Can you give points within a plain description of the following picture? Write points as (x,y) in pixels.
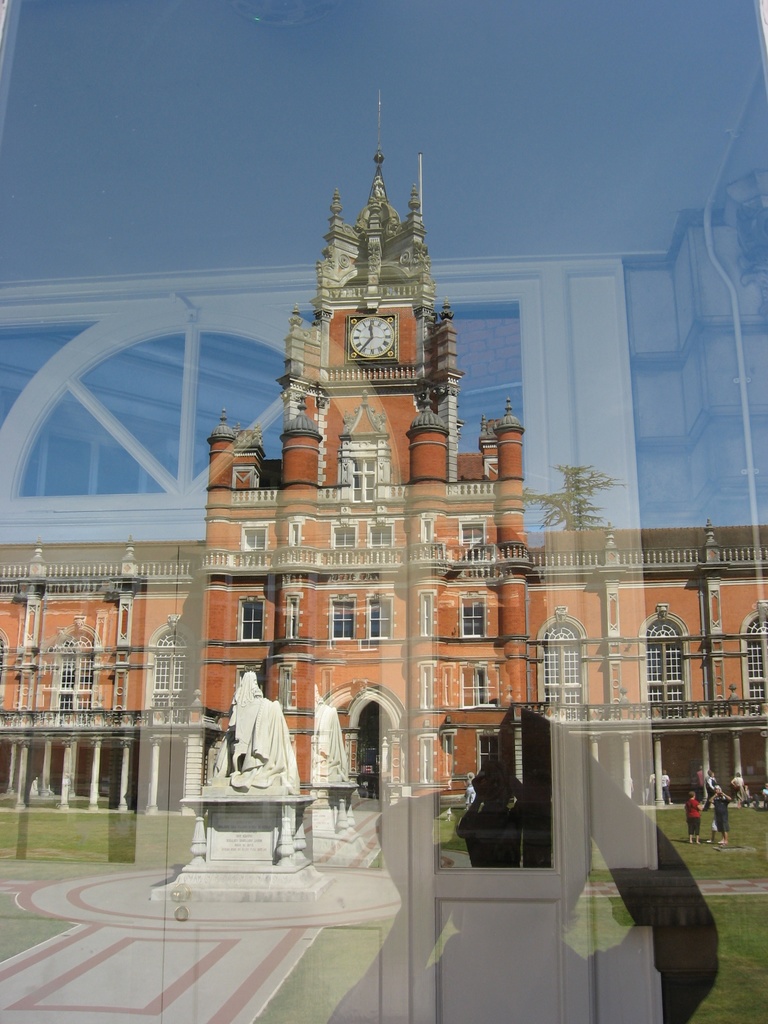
In the image we can see a glass (125,271), on the glass (387,892) we can see shadow (494,844) and window (495,294). Through the glass (398,575) we can see a statue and building (763,715) and few people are standing. Behind the building (293,683) there is sky (29,171).
